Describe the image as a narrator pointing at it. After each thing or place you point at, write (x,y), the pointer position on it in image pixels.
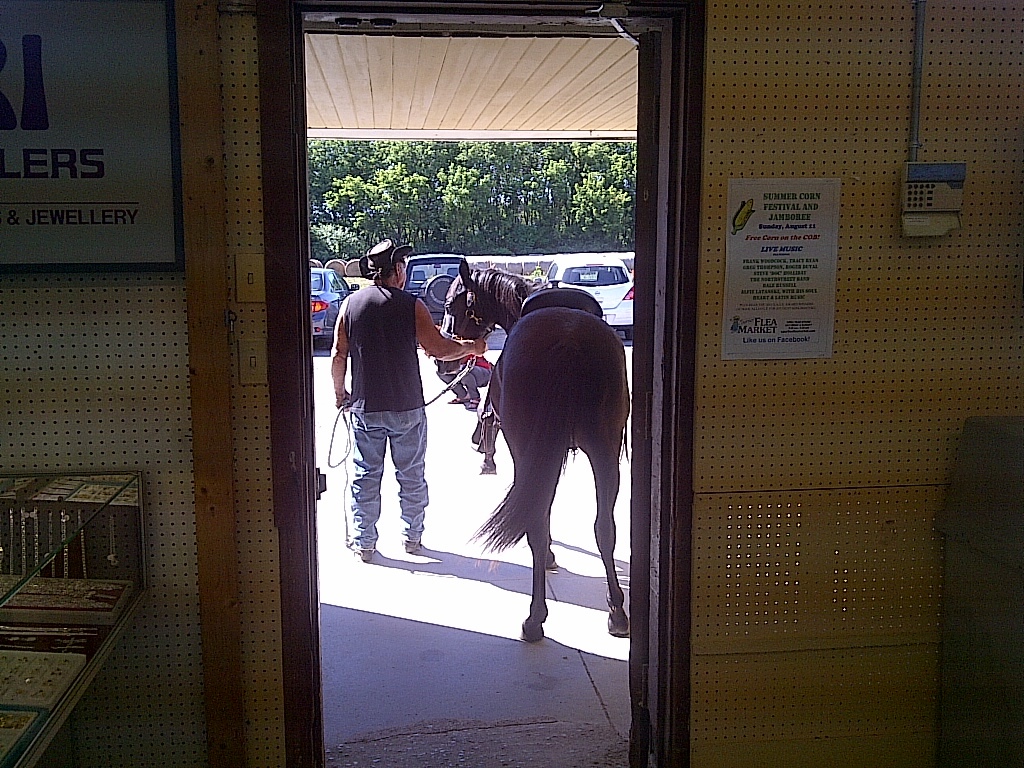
This is the picture of a room (229,572) where we have a room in which there is a desk (37,568) to the left side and a door (441,384) and a man (423,407) holding the horse (557,450) and some cars (420,293) behind him.
